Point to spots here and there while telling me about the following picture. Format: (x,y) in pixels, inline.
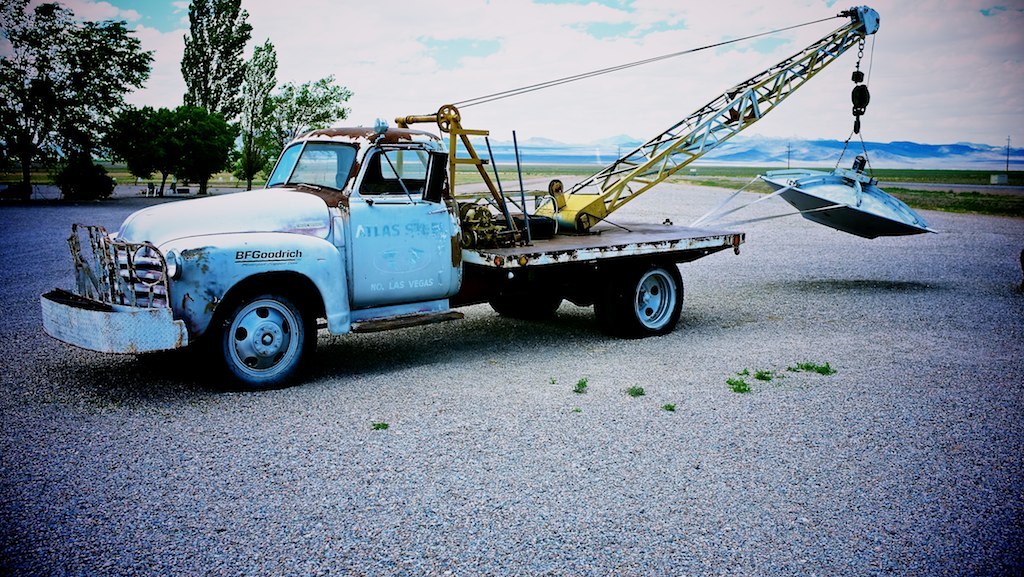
Here we can see a vehicle (328,273) on the ground (750,267) and there is a crane (577,222) in the truck (544,243) by holding an object (827,181). In the background (265,100) there are trees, electric poles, mountains (929,156) and clouds (661,32) in the sky (640,79).
